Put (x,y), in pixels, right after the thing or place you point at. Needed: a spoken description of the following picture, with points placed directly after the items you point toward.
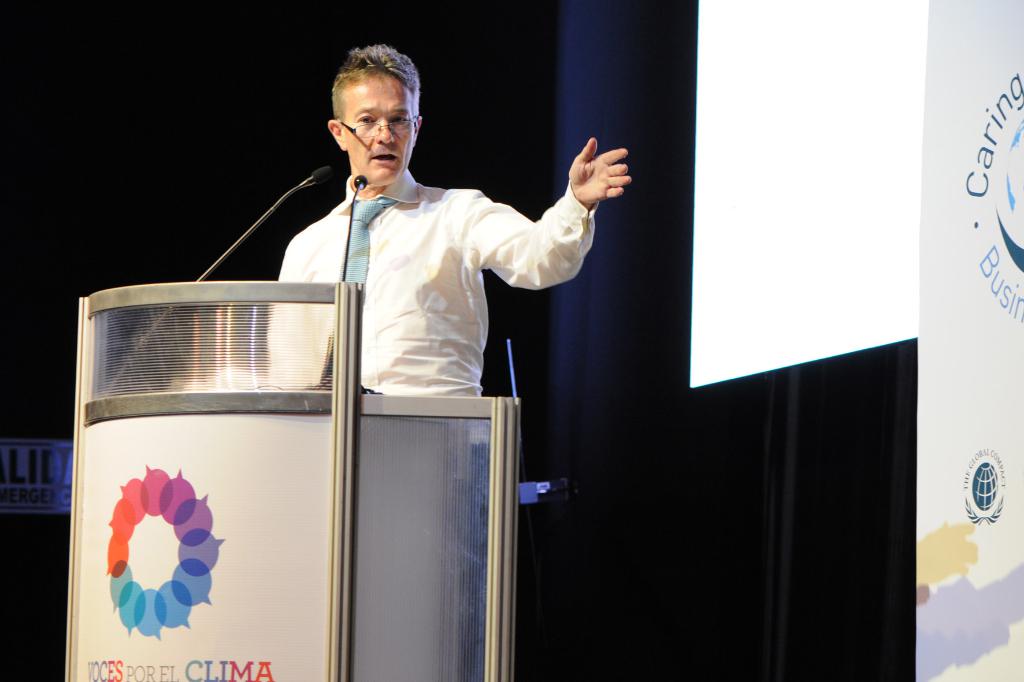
In this picture we can see a person (319,255) standing in front of the podium (320,403). There is a microphone (359,189), colorful things (147,481) and a text (86,663) is visible on this podium (383,644). We can see some text (996,121) on a white object (985,544) on the right (1008,435) and left side of the image (65,504). We can see a screen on top of the picture (851,107).
